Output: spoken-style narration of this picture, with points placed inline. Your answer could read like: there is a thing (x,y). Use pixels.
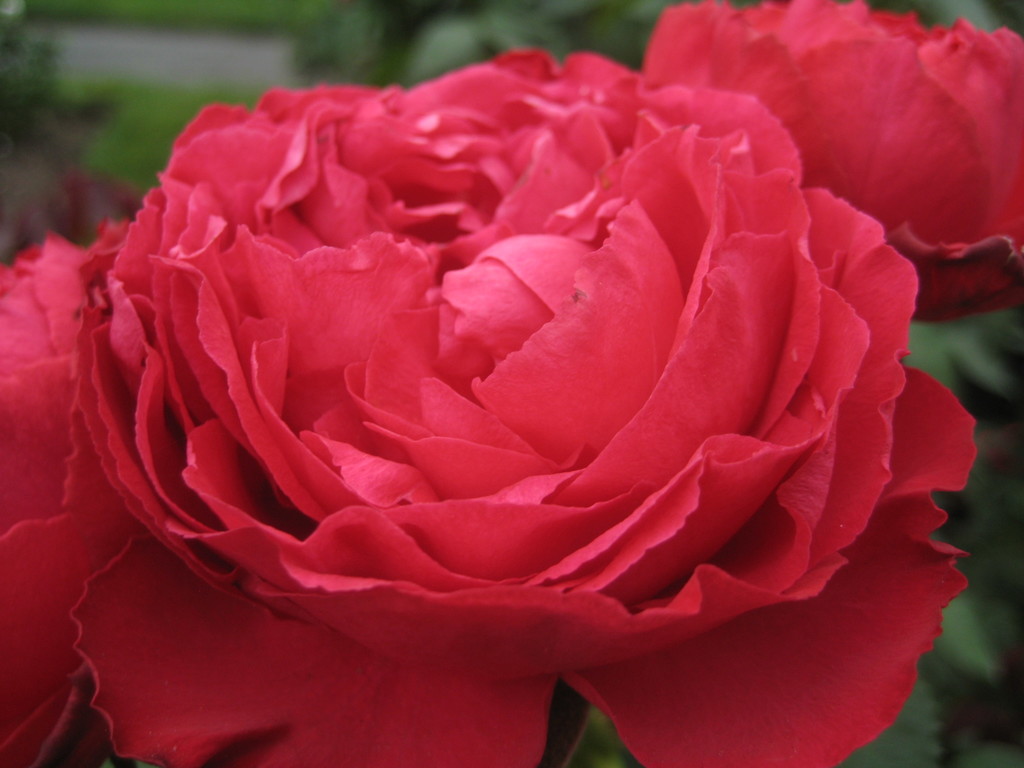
In this image there are three rose flowers (681,502) behind them there are so many plants (946,356).
